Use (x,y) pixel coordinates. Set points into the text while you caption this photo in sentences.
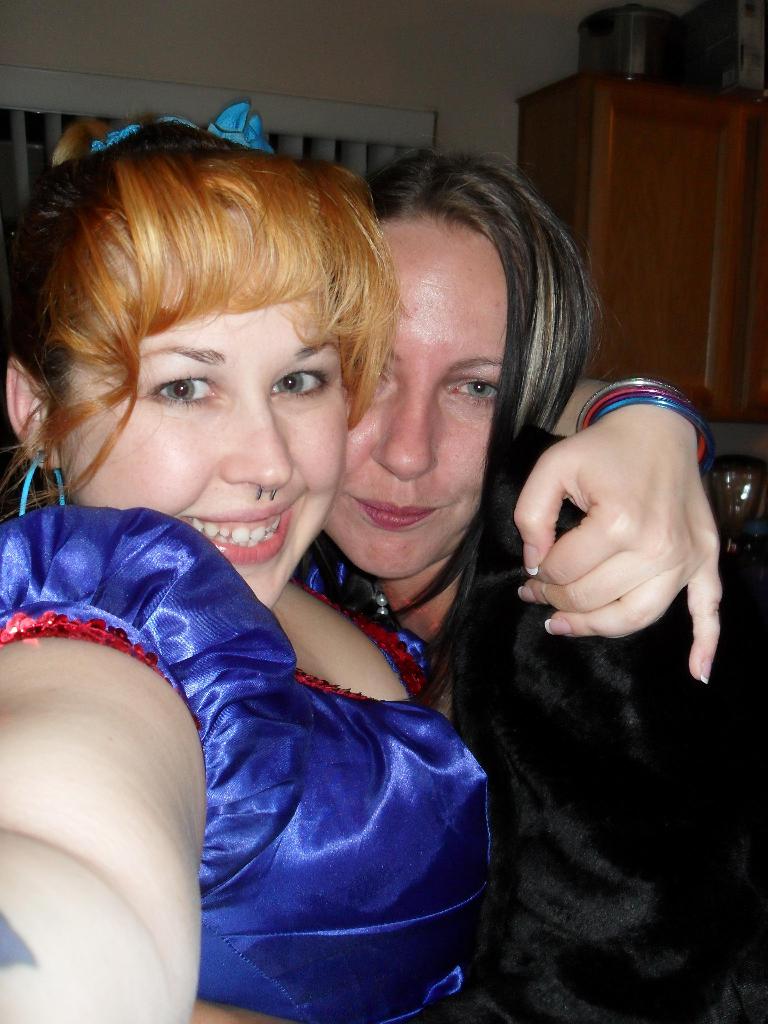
In this image there are two women (289,657) with a smile (258,532) on their face (268,479), behind the women (369,344) there is curtain (360,156) on the wall (397,85), beside the curtain (111,107) there is an object (662,27) on the wooden cupboard (645,237).
